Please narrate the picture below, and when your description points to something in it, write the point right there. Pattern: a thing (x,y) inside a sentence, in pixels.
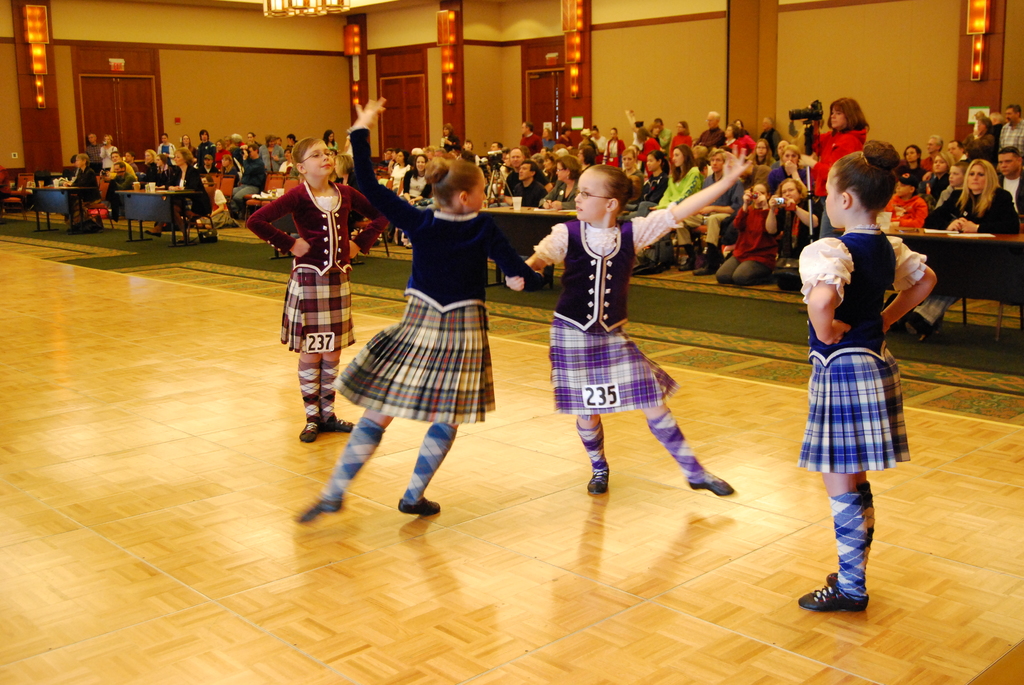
In this image, we can see girls (398,381) dancing on the floor (633,640). In the background (33,147), we can see the people (1014,119), tables (141,195), wall (968,100), doors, lights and few objects (492,165). Few people (817,177) are holding some objects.
